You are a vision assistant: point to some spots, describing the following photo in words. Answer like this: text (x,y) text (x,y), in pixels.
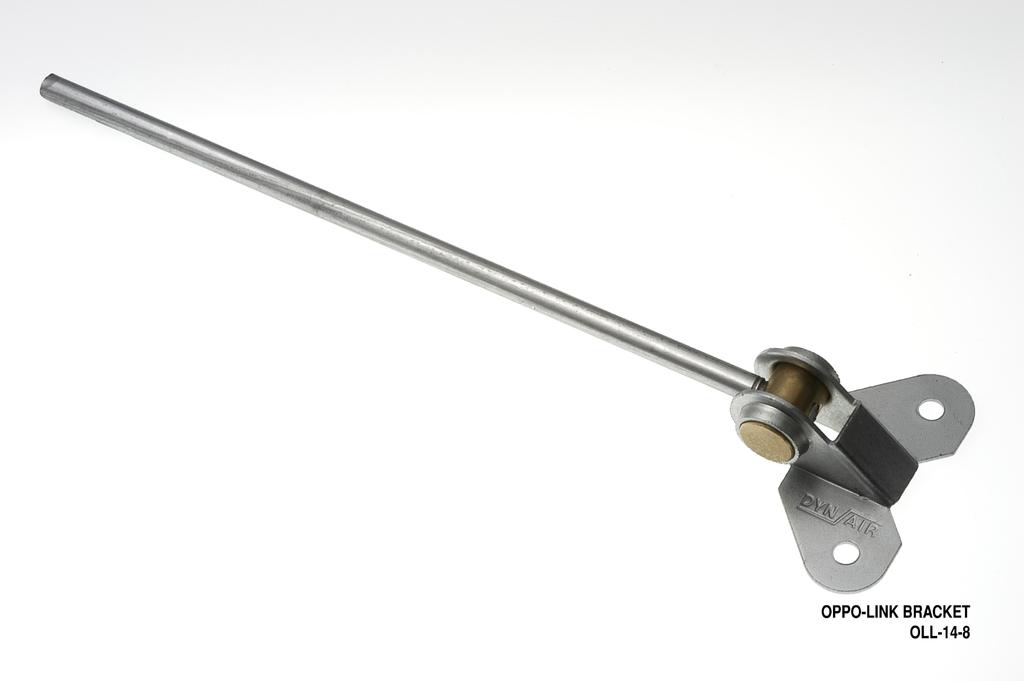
The picture consists a tool (74,102). On the right (940,612) there is some text (894,607). The surface (302,57) is white.
